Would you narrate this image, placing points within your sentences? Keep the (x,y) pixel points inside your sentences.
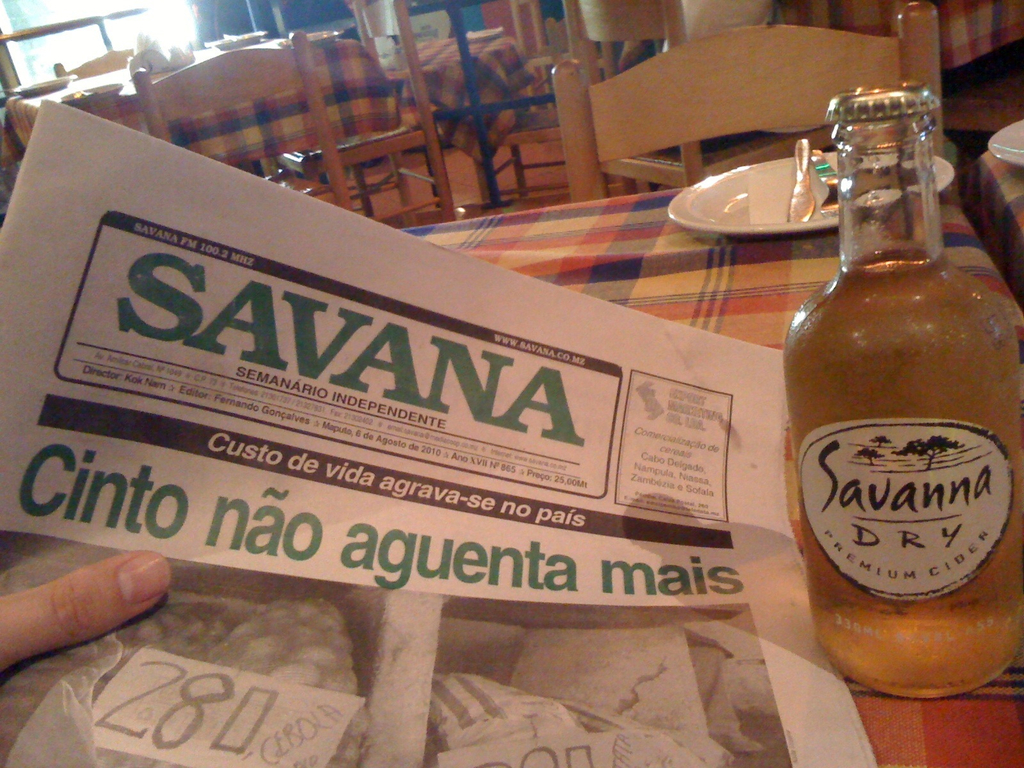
In this picture we can see table (707,280) and on table (706,279) we have bottle (876,523), plate (737,213) and on plate (723,212) knife (800,206), fork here person (89,574) is holding paper (282,629) and in background (355,141) we can see table (121,79), chair (406,60), window (31,42), tissues (133,65).
